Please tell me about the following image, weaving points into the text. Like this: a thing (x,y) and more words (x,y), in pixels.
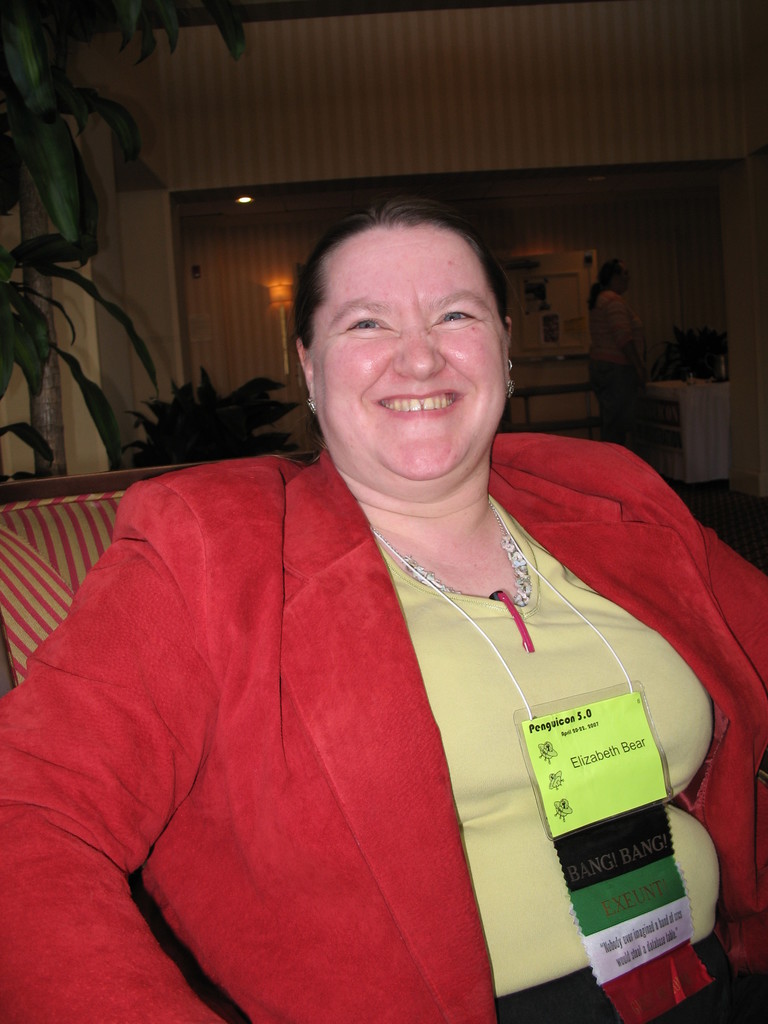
In this image I can see a person (335,458) smiling. There is another person (612,349) in the background (624,346). There are plants (677,369), there is a lamp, desk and there are some other objects (570,331).
